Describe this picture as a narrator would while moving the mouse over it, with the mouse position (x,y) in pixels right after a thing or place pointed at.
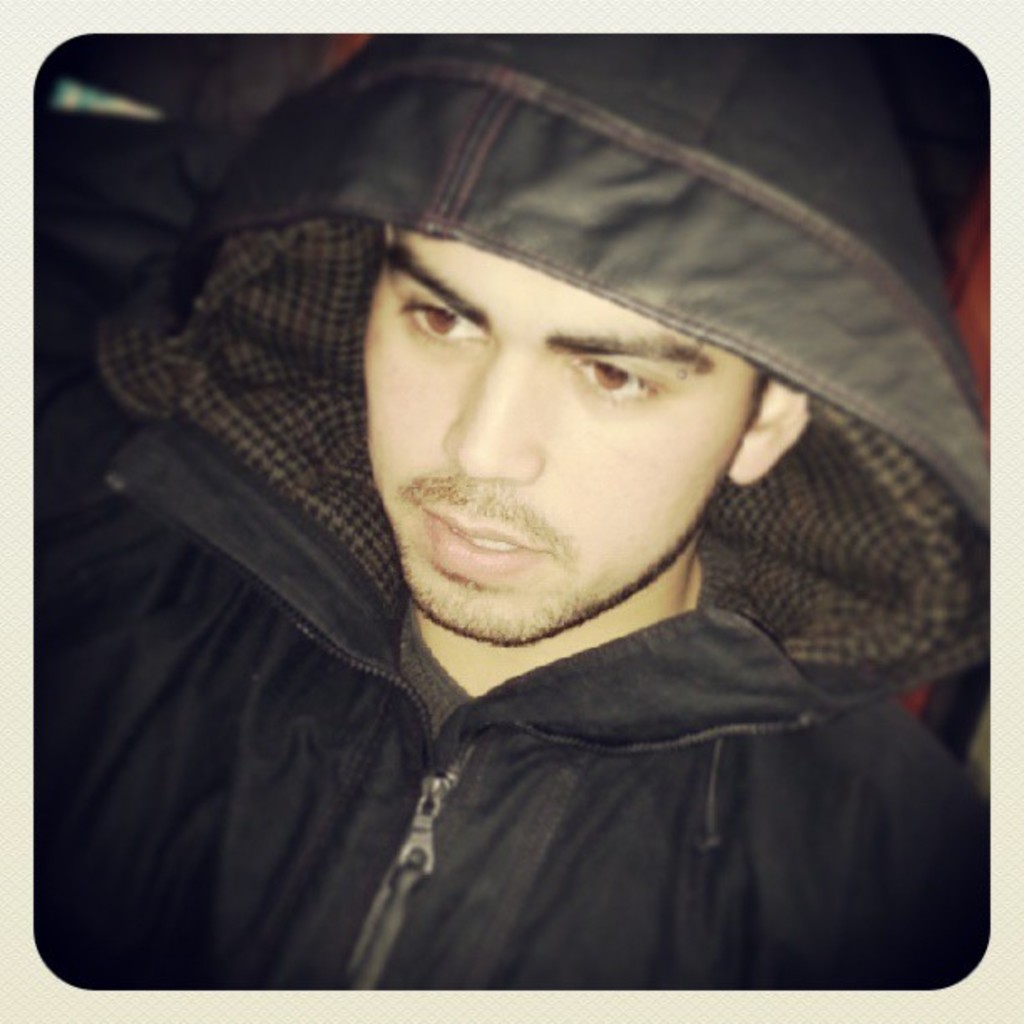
In the center of the image (342,572) we can see a man (453,798) wearing a jacket (464,804).
